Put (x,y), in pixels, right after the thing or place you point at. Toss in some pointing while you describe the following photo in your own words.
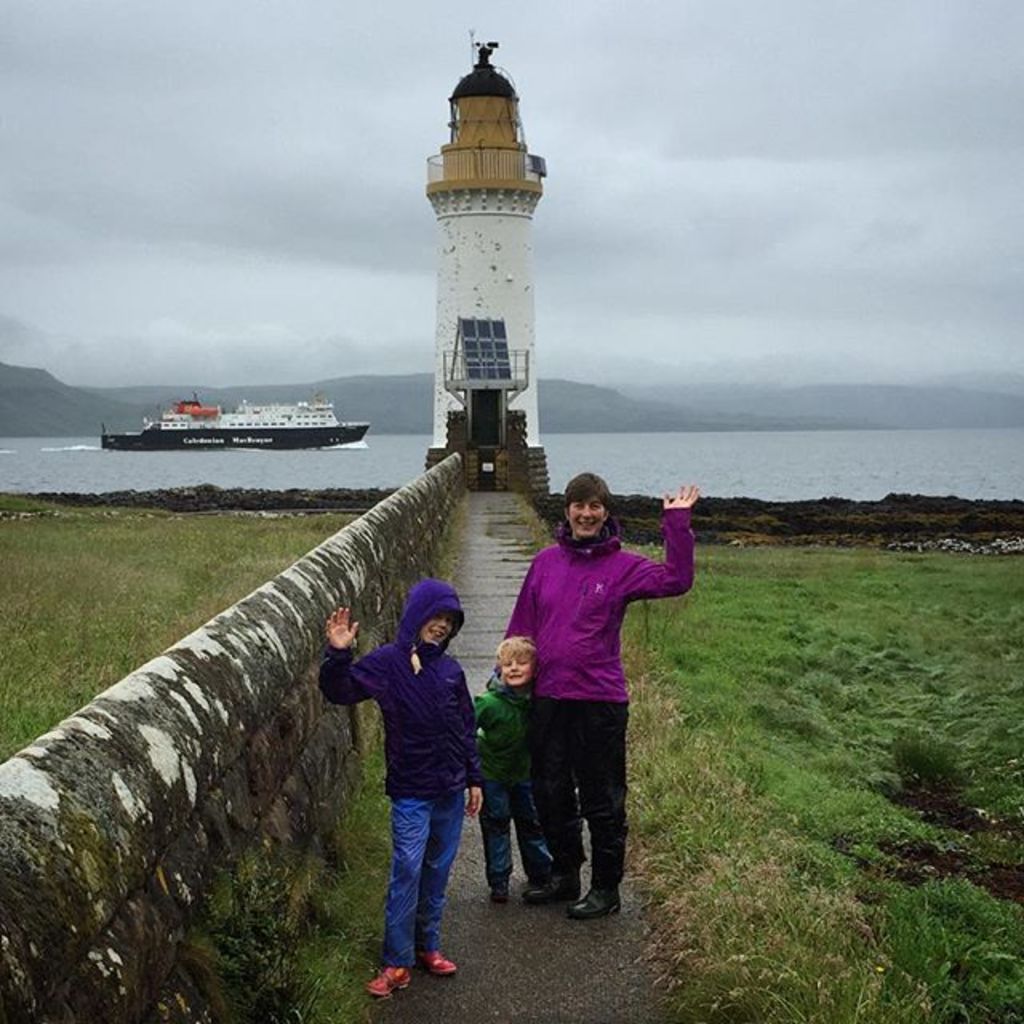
This picture might be taken from outside of the city. In this image, in the middle (612,528), we can see three people (506,729) standing on the road (414,990). On the left side (286,433), we can see a ship (196,434) which is sailing on the water (255,473). In the middle of the image (480,489), we can see a tower (495,478). In the background (67,389), we can see some mountains (99,395). On the top (762,132), we can see a sky (765,126) which is cloudy, at the bottom (667,708), we can see a water (876,464) in a ocean (876,459) and a grass (997,794).
